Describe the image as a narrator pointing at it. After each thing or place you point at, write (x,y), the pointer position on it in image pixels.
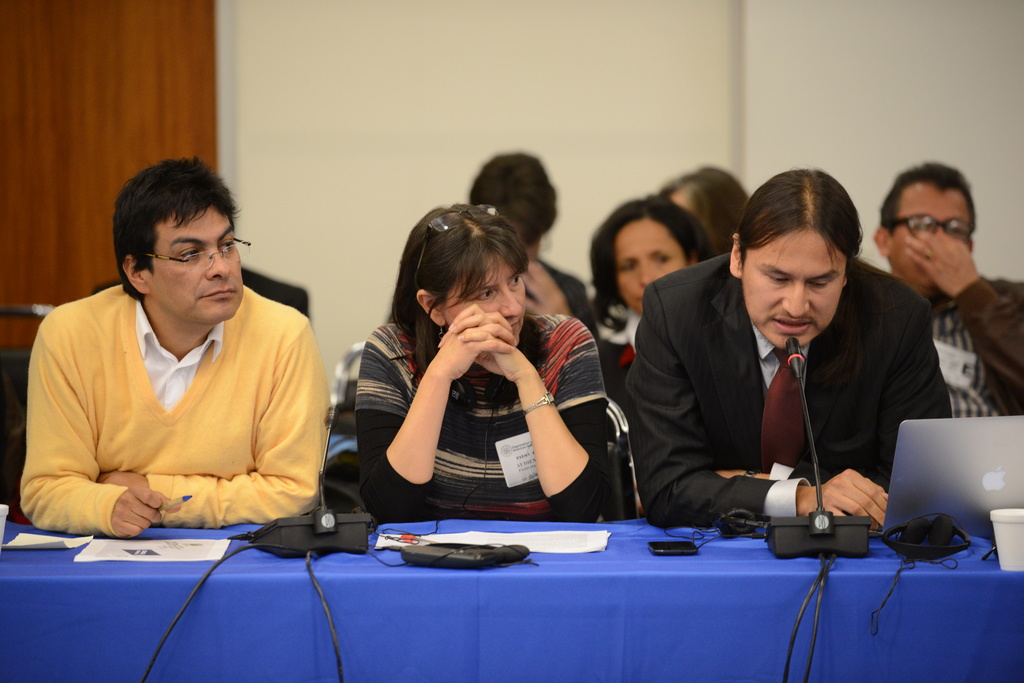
In this image we can see many people (618,311) sitting on the chairs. There are few objects (529,548) on the table (630,549). There is a laptop (914,480) at the right side of the image (942,474). There are few cables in the image. A person (816,424) is speaking into a microphone (781,523). We can see the wall (748,106) in the image. There is a wooden object (21,145) at the left side of the image (120,115).
